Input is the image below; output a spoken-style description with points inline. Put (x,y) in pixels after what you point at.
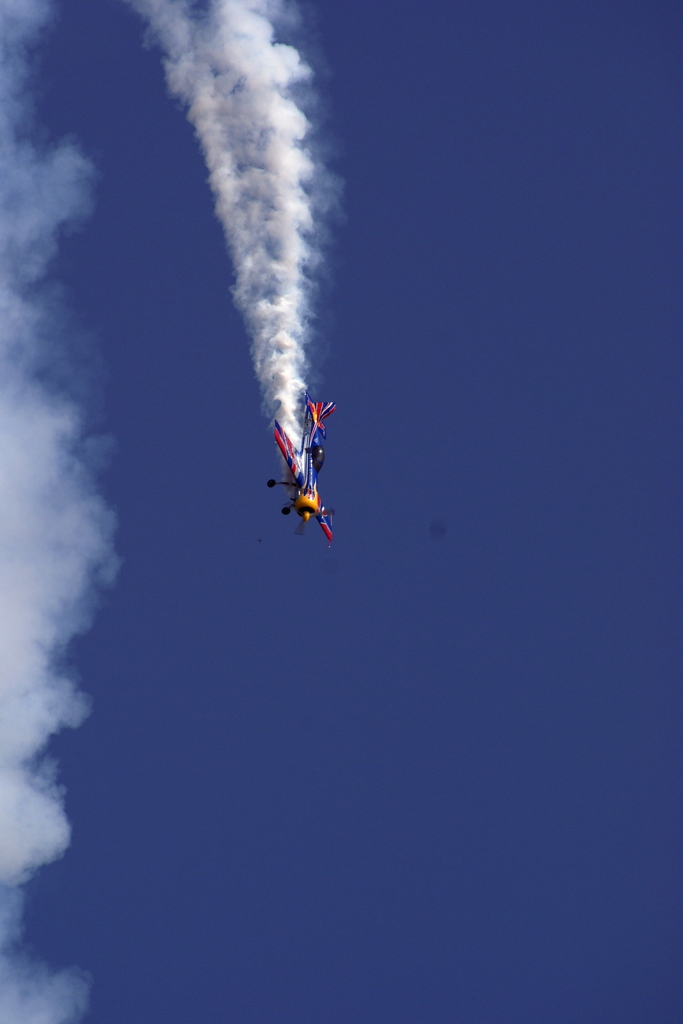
In this image I can see a aircraft (290,485) which is yellow, blue and red in color is flying in the air (336,413). I can see the smoke (322,237) behind it and in the background (323,292) I can see the sky (398,528).
